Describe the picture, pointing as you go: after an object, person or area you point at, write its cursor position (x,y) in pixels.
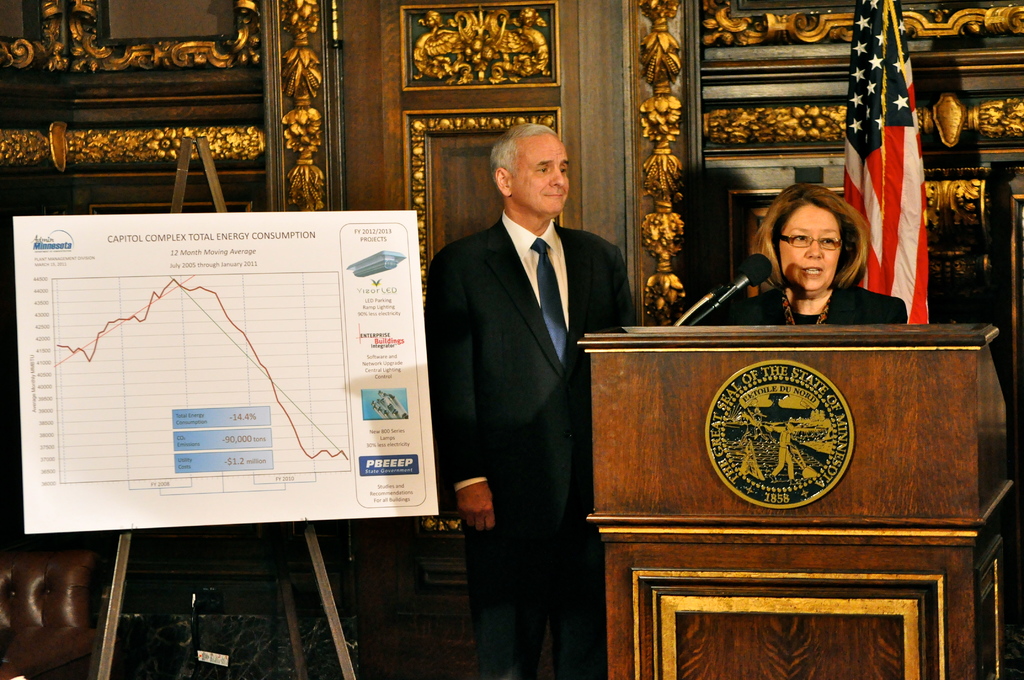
In this picture I can see two persons (785,307) standing near the podium (668,377), there is a mike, there is a flag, there is a board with a stand (115,626), there is a chair (16,567), and in the background (171,52) there is a wall (375,56) with designs (440,70).
